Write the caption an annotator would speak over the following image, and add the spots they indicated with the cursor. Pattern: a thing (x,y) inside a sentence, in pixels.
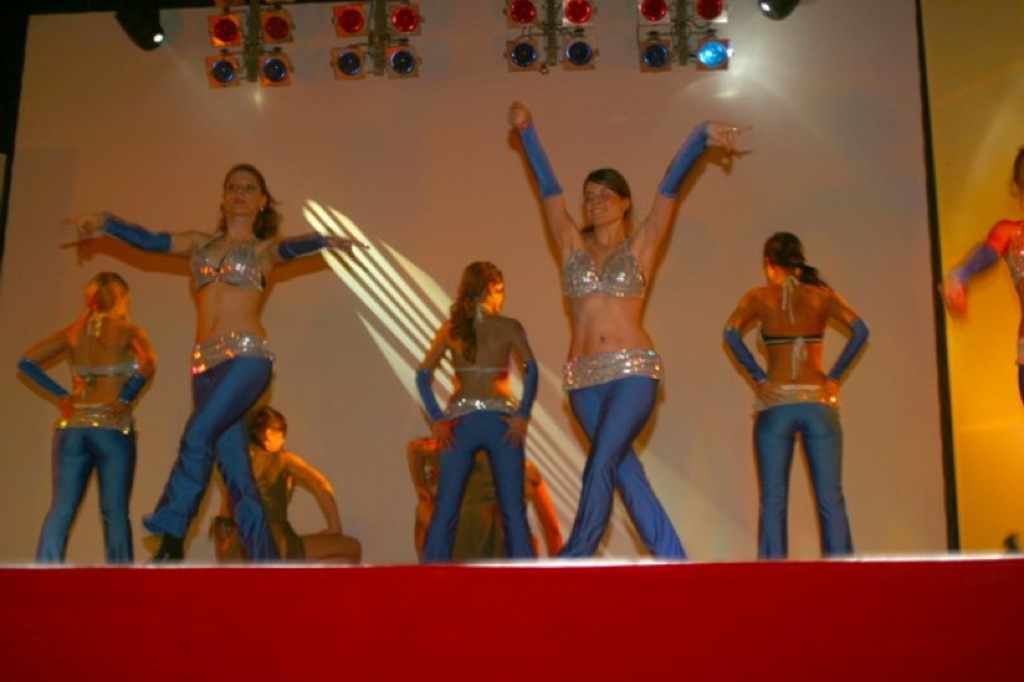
In the given image i can see a people (811,349) dancing, lights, projector (459,233) and stage (585,615).
